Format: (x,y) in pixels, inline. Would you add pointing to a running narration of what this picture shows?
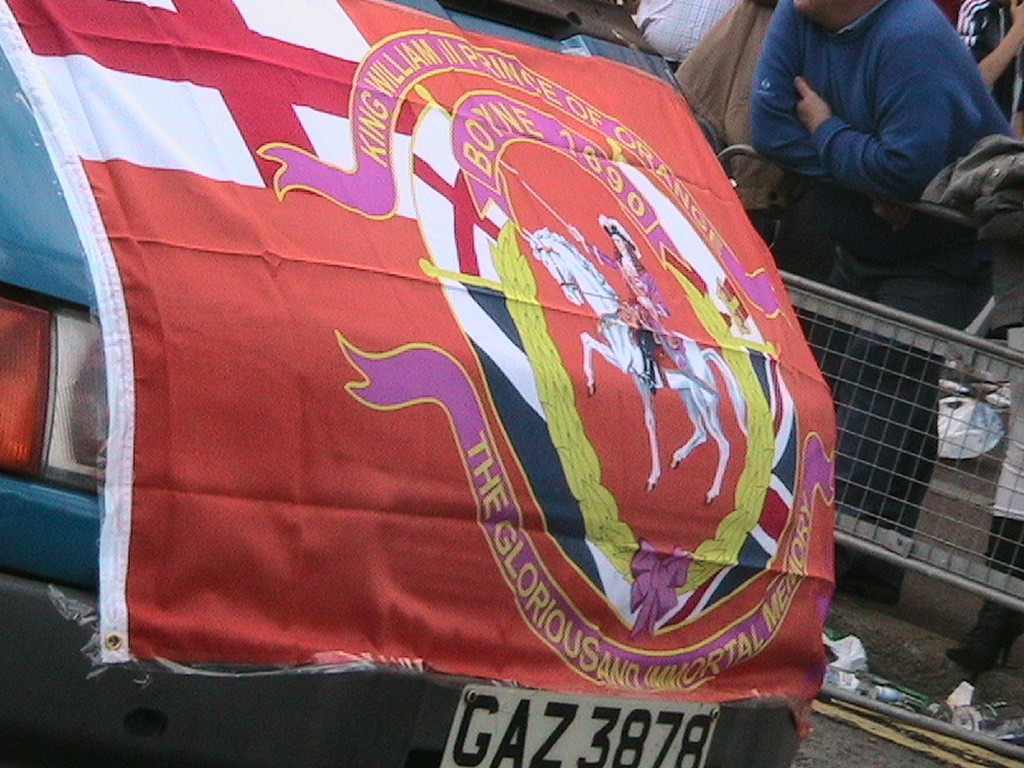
In this image we can see a cloth (46,116) with a logo (729,597) and some text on it placed on a car (43,411). We can also see a group of people (924,104) standing beside a fence (936,553).
